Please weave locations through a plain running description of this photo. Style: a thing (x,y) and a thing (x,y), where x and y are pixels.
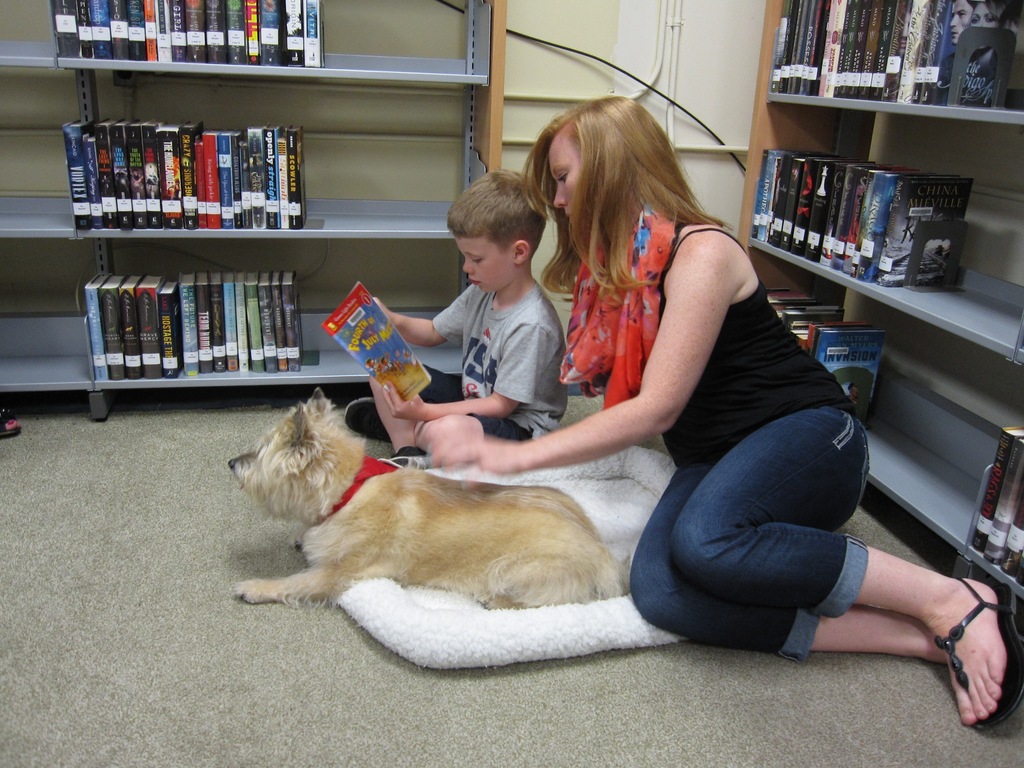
In this image, we can see a dog (415,562) on the cloth (395,607) and there is a lady (638,343) and a kid (456,327) holding a book (394,358). In the background (109,173), there are books (298,14) in the racks (902,433) and we can see some pipes (674,64) and there is a wall (710,166). At the bottom (127,603), there is a floor (35,629).
